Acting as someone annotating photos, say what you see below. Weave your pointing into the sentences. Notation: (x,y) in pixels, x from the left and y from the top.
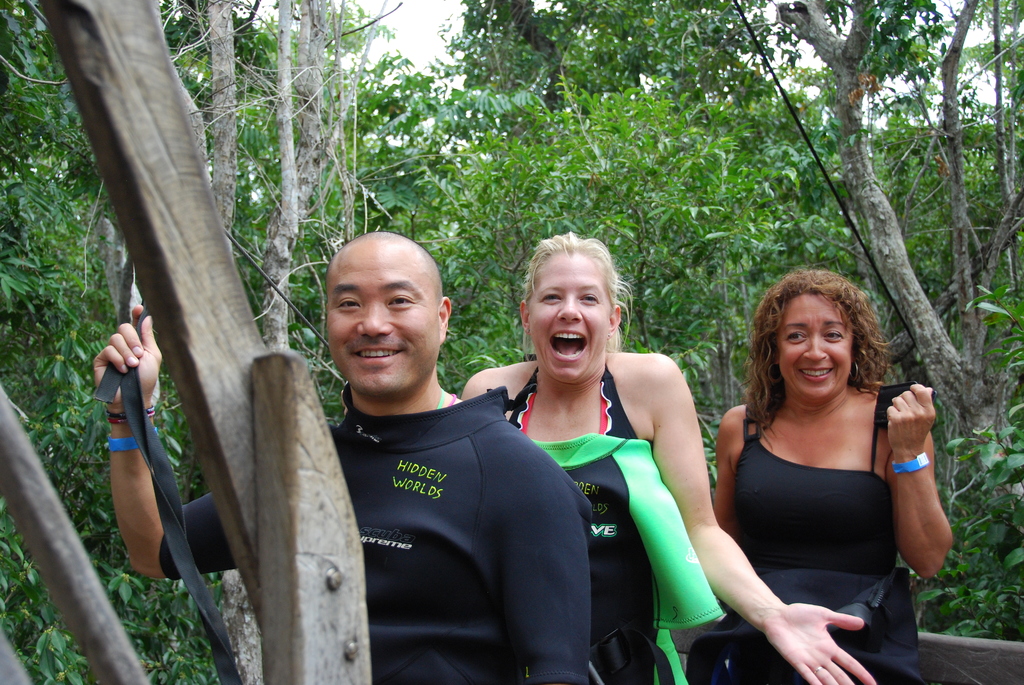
In this image I can see three persons (626,516) are standing and I can see all of them are wearing black colour of dress (805,512). I can also see smile on their faces (353,293) and on the left side (341,355) I can see one person (353,317) is holding a black belt (154,446). In the background (89,374) I can see number of trees (987,282), the sky (417,63), two wires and on the left side (184,211) I can see few wooden things (228,352).
